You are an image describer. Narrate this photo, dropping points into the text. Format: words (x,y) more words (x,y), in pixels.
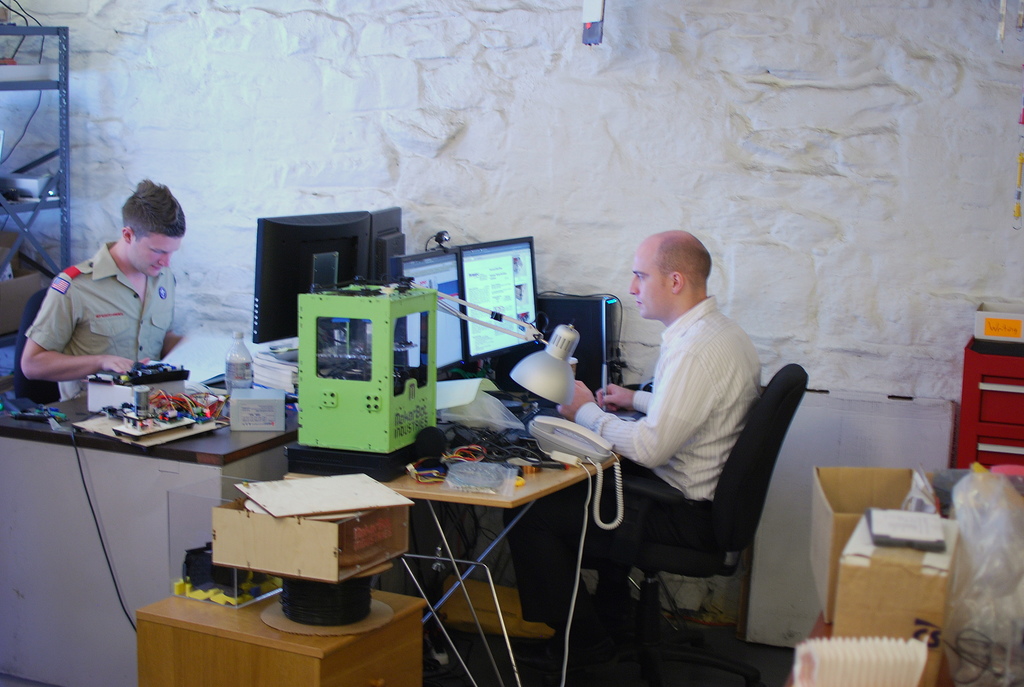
In this picture there are two people (684,473) one is looking at the systems (506,270) and there are some books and electrical stuff (471,430) on the tables (35,575).
